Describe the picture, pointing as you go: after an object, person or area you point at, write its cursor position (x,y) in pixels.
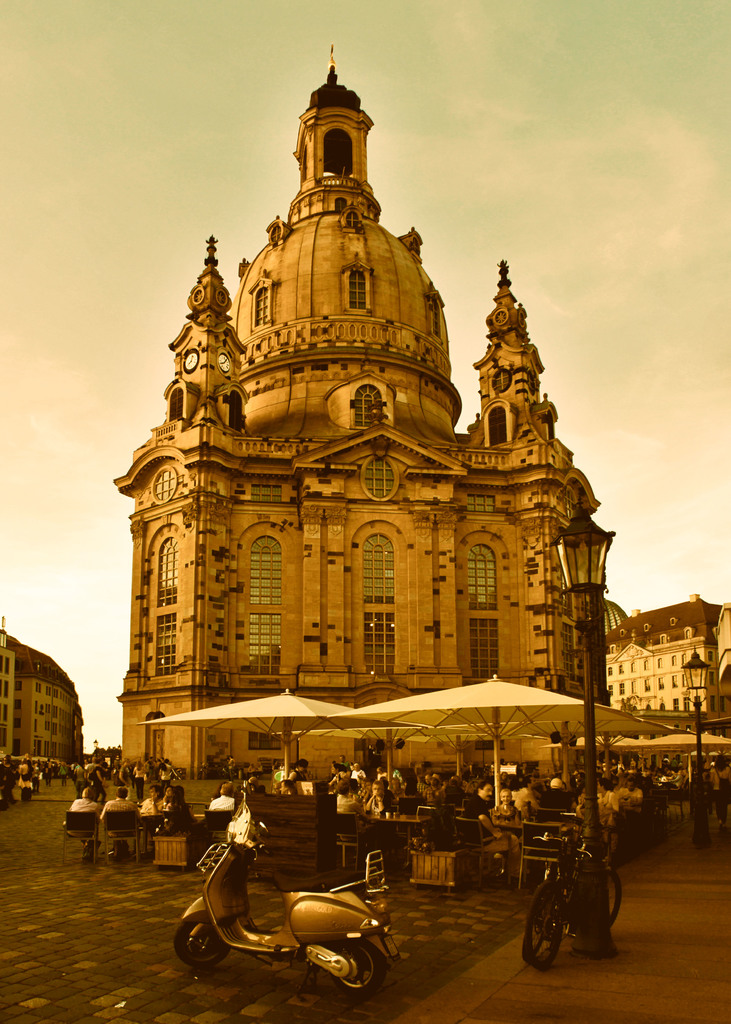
In this image we can see motorcycle (344,921) and bicycle (530,921) parked on the ground (471,931), a group of people (88,791) sitting on chairs (552,825), some containers (450,881) placed on the ground (502,888). To the right side of the image (586,756) we can see light poles (700,697). In the background (346,746), we can see a group of buildings (335,750) with windows (483,655), clocks (189,362) on towers (485,431) and the sky (273,183).
